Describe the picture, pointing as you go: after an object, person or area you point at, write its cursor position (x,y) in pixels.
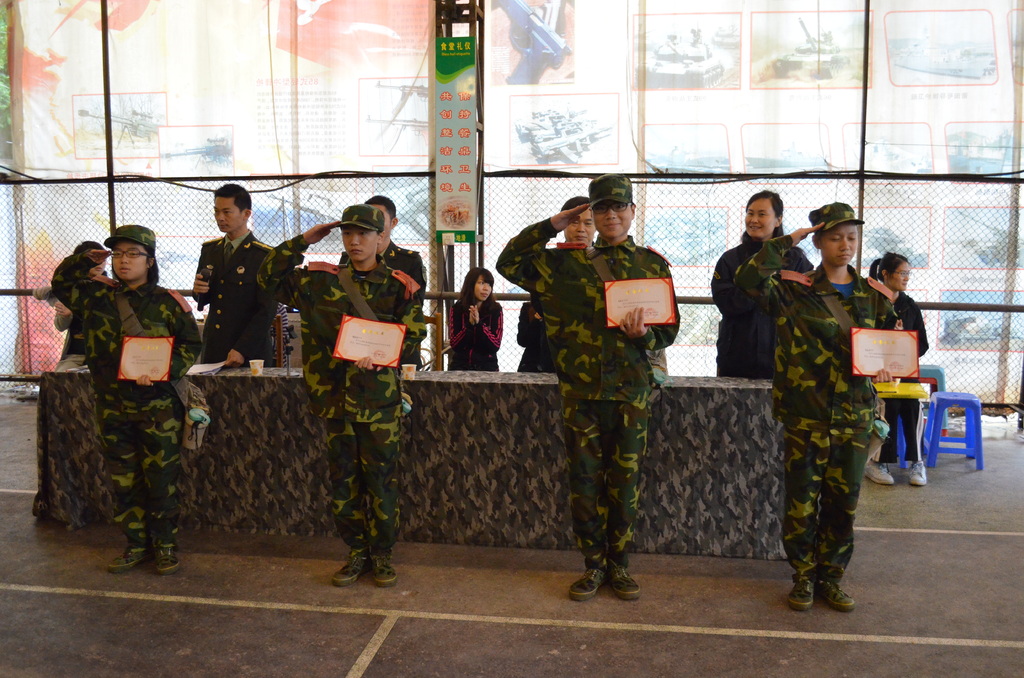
In this image in the middle (595,365) there is a man (598,282), he wears a shirt (587,361), trouser (582,449), shoes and cap (609,183), he is holding a certificate (623,290). On the left (329,452) there is a man (359,254), he wears a shirt (374,303), trouser (360,440), shoes (360,551) and cap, he is holding a certificate (357,336). On the right (808,346) there is a man (824,339), he wears a shirt (808,345), trouser (807,566), shoes (807,602) and cap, he is holding a certificate (857,374). On the left (147,392) there is a woman (126,409), he wears a shirt (139,301), trouser (143,482), shoes (162,561), cap (135,237) and handbag (201,428), he is holding a certificate (145,370). In the background (678,350) there are some people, glass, poster (343,130), net (714,242), stools (927,383). In the middle (673,433) there is a table (273,382) on that there are glasses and papers (217,366).
